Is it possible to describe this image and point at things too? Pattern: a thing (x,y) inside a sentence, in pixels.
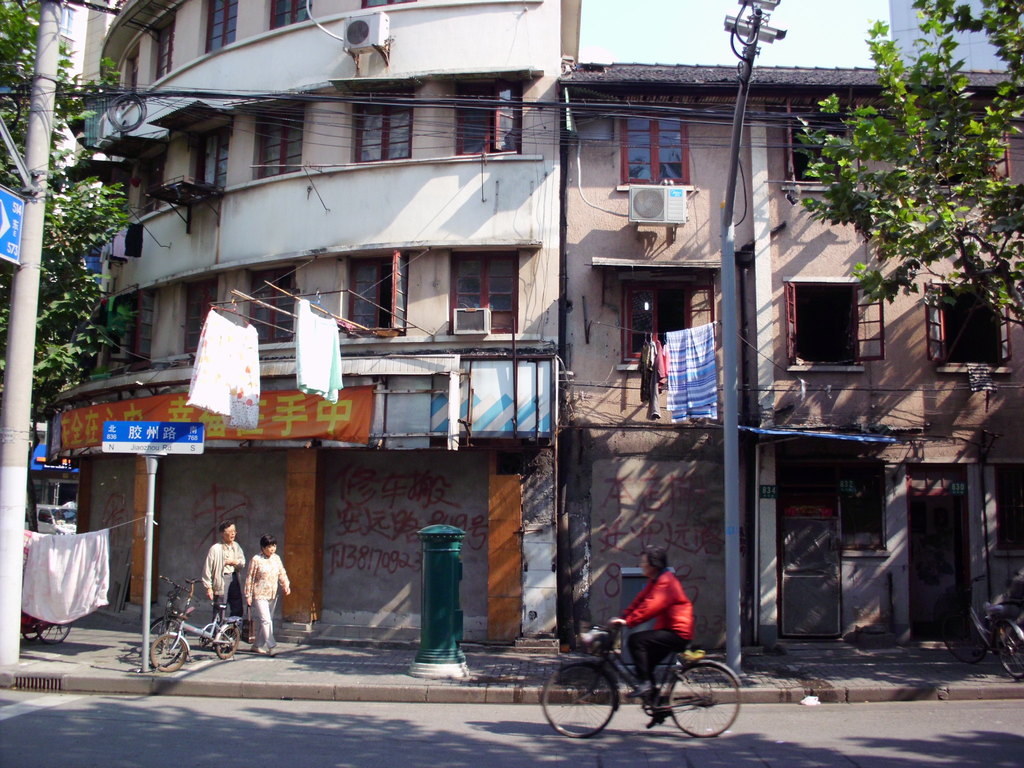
In the picture we can see a building (522,432) near to it there is a tree (60,328), poles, wires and some people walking and one man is riding a bicycle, near to it there is a post box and sign board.
